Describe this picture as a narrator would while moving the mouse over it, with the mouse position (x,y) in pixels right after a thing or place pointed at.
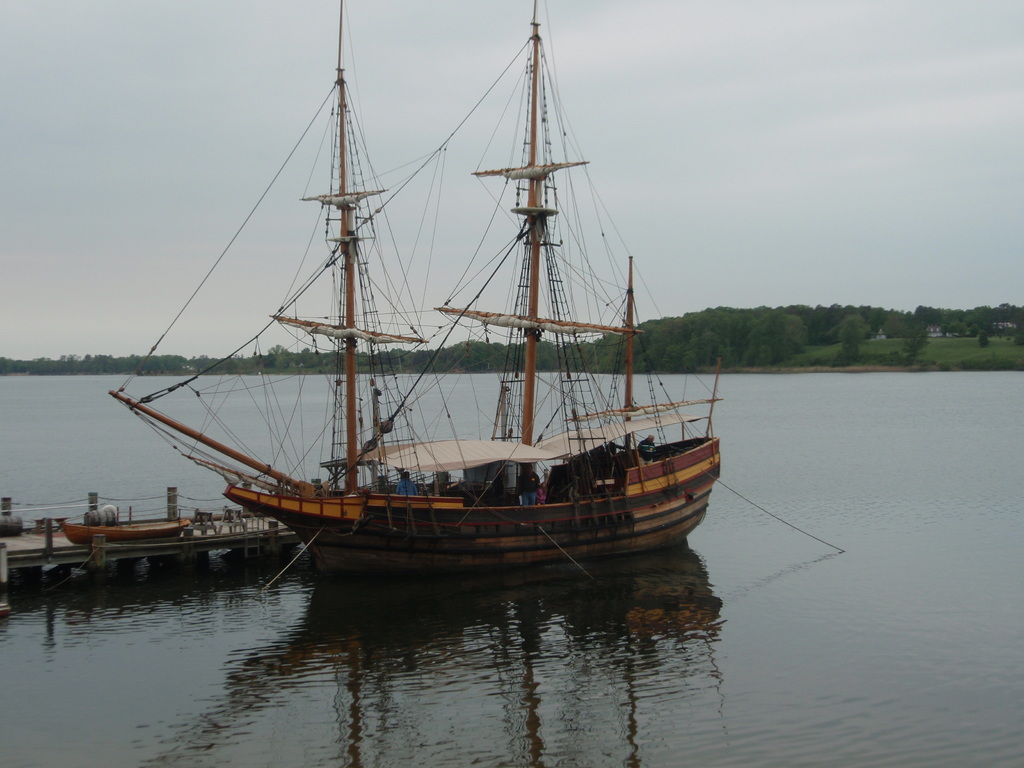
In this picture, it seems like a ship (627,511) and a dock (113,551) on the water surface (286,458) in the foreground (512,349), there are trees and the sky (604,267) in the background (619,129).
